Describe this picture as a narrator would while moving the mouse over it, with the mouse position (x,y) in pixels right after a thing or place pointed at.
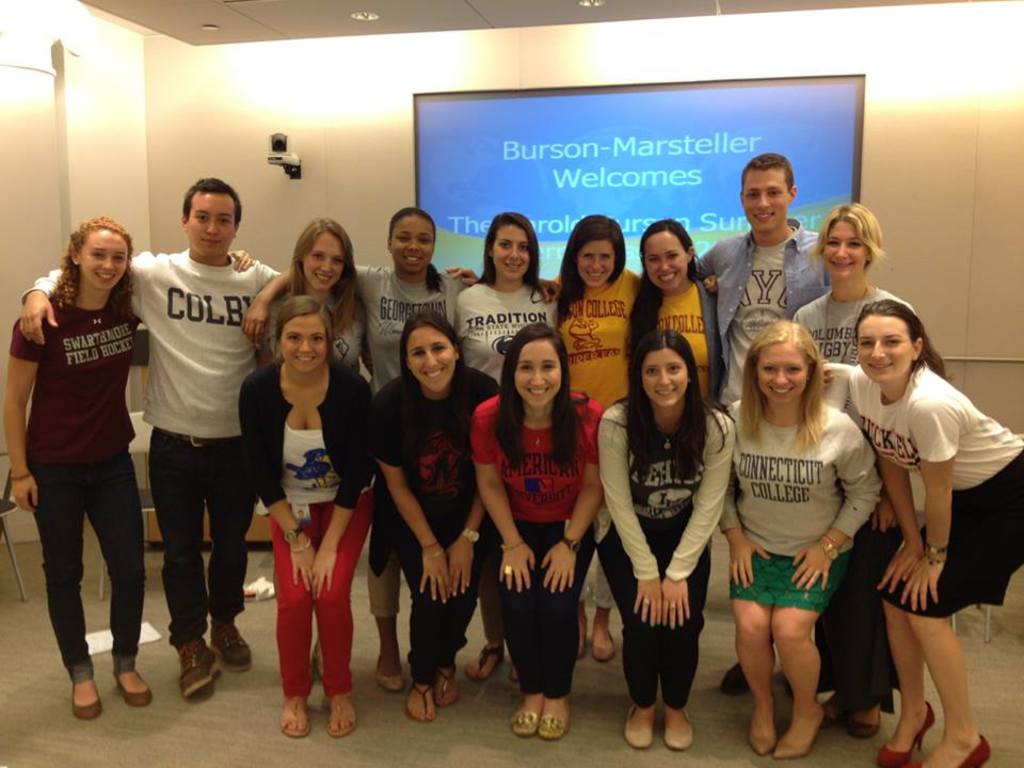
In the image we can see there are many people (443,433) standing, they are wearing clothes (211,394) and they are smiling. Some of them are wearing shoes (183,669) and the rest are wearing sandals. This is a floor (212,707), chair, projected screen (537,226) and light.
